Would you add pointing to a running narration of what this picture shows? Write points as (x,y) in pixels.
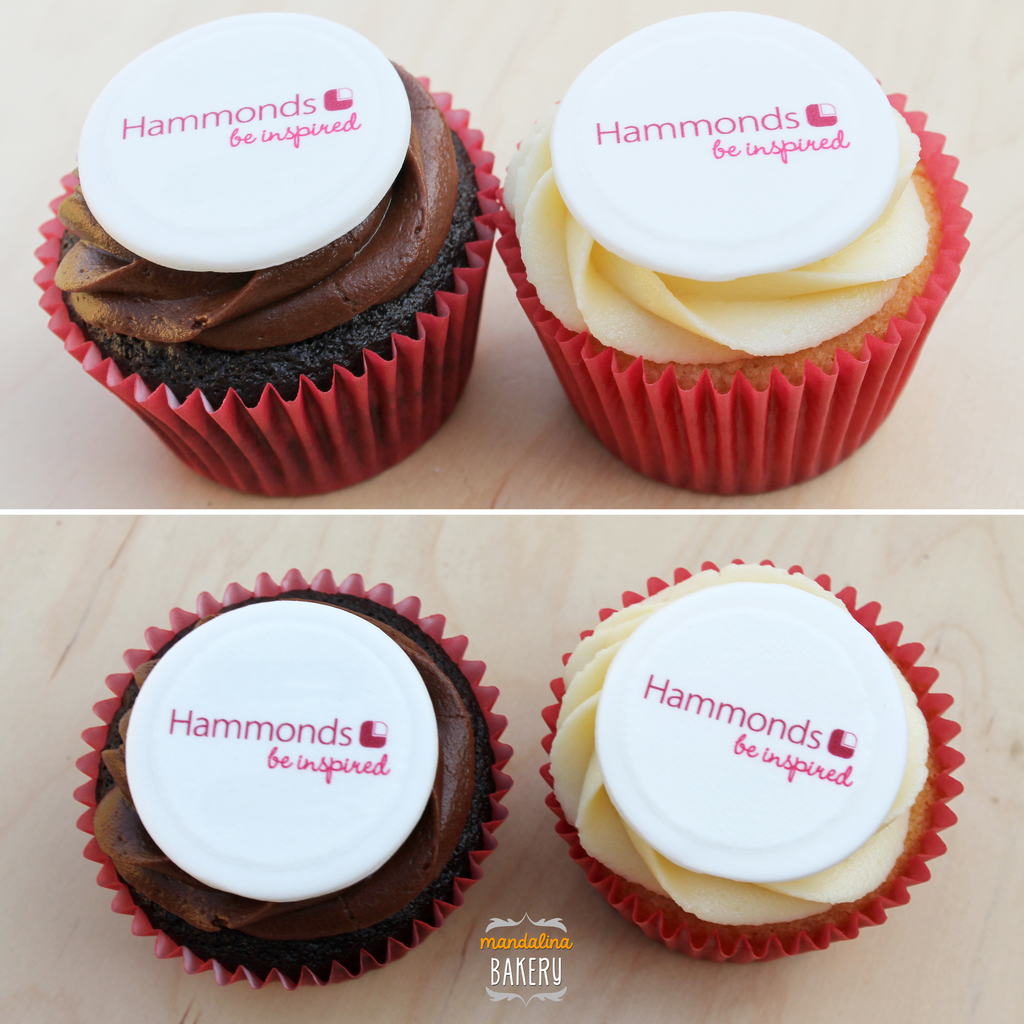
This is a collage image. We can see some cupcakes (830,386). We can also see some white colored objects (816,690) with text (757,125). We can also see some text (537,973) at the bottom (559,933).
